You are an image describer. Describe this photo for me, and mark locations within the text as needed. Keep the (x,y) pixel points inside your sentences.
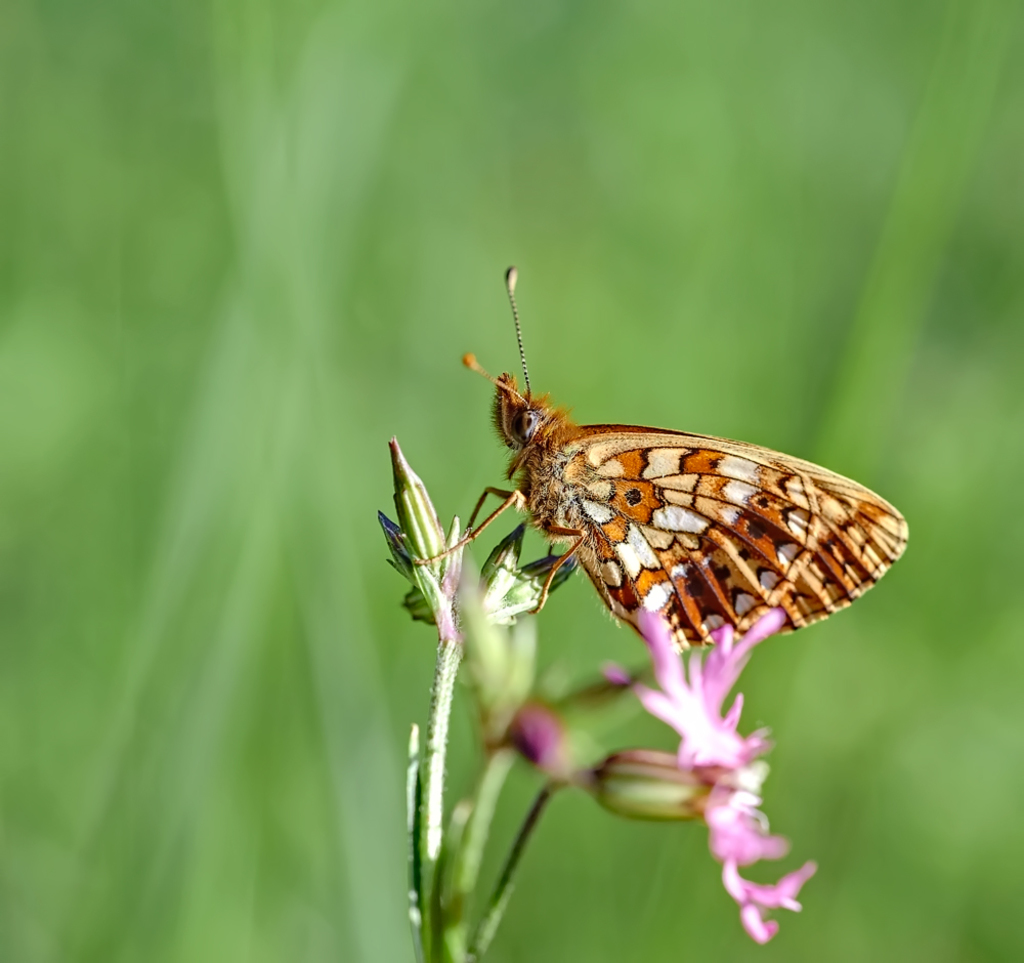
In the picture I can see a butterfly (609,572) is sitting on flowers (672,755). The background of the image (237,440) is blurred.
